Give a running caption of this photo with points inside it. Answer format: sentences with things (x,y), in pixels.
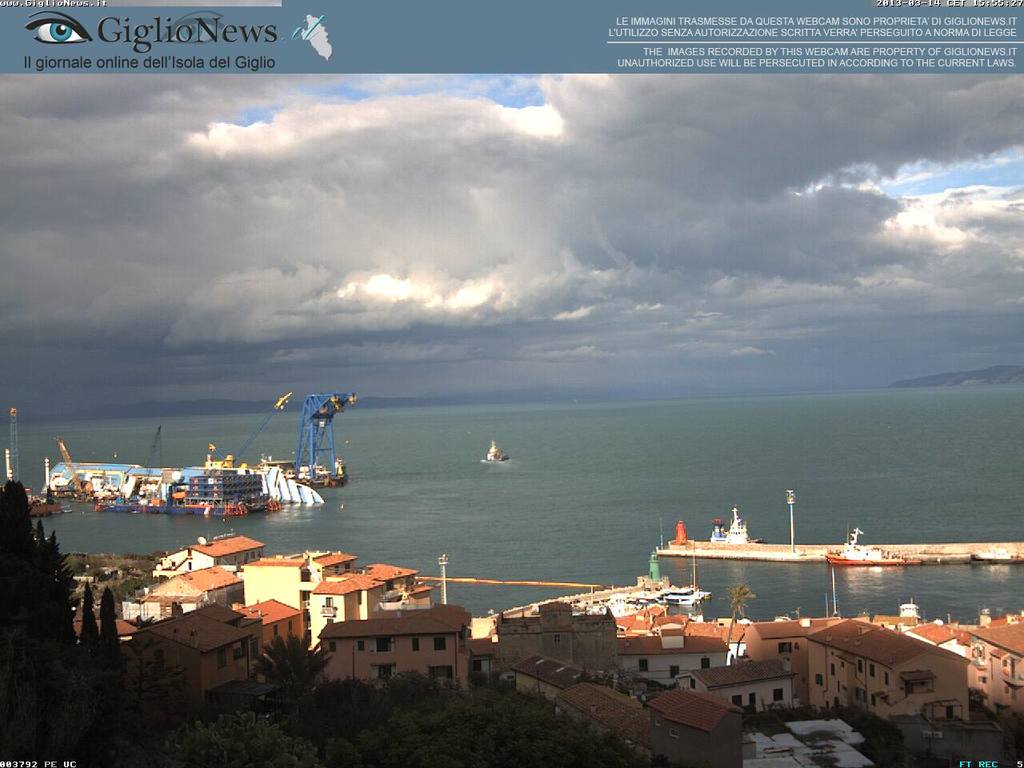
In the foreground of the picture (488,724) there are trees (368,698) and buildings (230,552). In the center of the picture (544,473) there is water (598,500), in the water (971,528) there are ships (185,467). Sky (31,166) is cloudy. In the background (1011,373) towards right (996,371) there is a hill (955,377). At the top (622,30) there is a text (800,49).
